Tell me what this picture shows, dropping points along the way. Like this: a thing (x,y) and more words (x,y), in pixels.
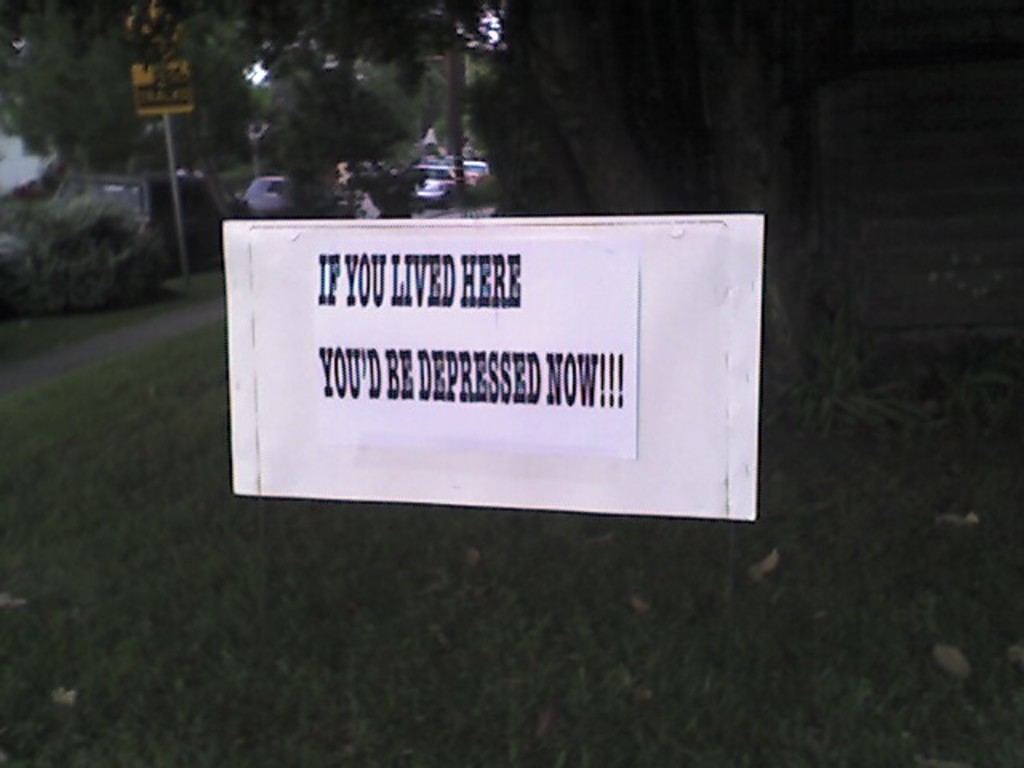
Here I can see a white color board (477,264) on which I can see some text (446,383). In the background (704,114) there are some trees (770,164) and the grass (93,474) and also there are few cars (265,196) on the road (442,210).
